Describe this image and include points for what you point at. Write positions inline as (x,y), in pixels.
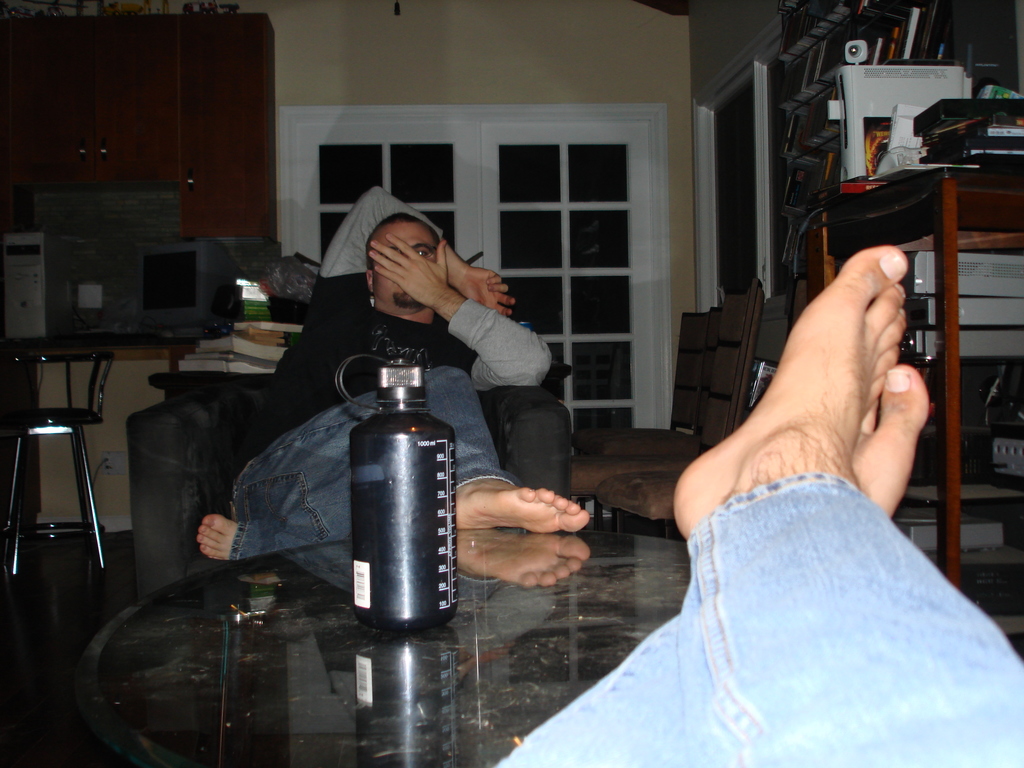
On the background (582,78) we can see a wall (479,72), cupboard (136,62) and a door (608,237). Here we can see two persons (509,364) sitting on a chair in front of a table (477,701) and on the table (459,680) we can see a bottle (358,568). This is also a chair (66,427). here on the table (161,349) we can see a computer (174,291). At the right side of the picture (974,215) we can see a table (970,232) and few items (908,131) on the table (1000,195).
